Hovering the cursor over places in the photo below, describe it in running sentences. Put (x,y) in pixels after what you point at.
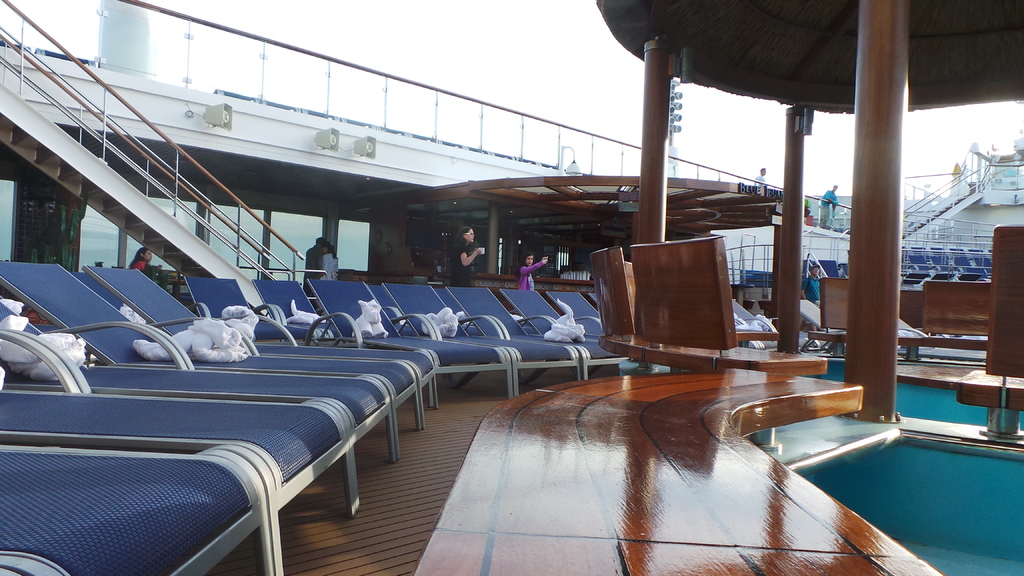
In this picture we can see chairs (580,369) on the floor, pillars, staircases (112,183), speakers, windows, railings (202,221), some people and some objects (589,388) and in the background (479,81) we can see the sky (355,98).
